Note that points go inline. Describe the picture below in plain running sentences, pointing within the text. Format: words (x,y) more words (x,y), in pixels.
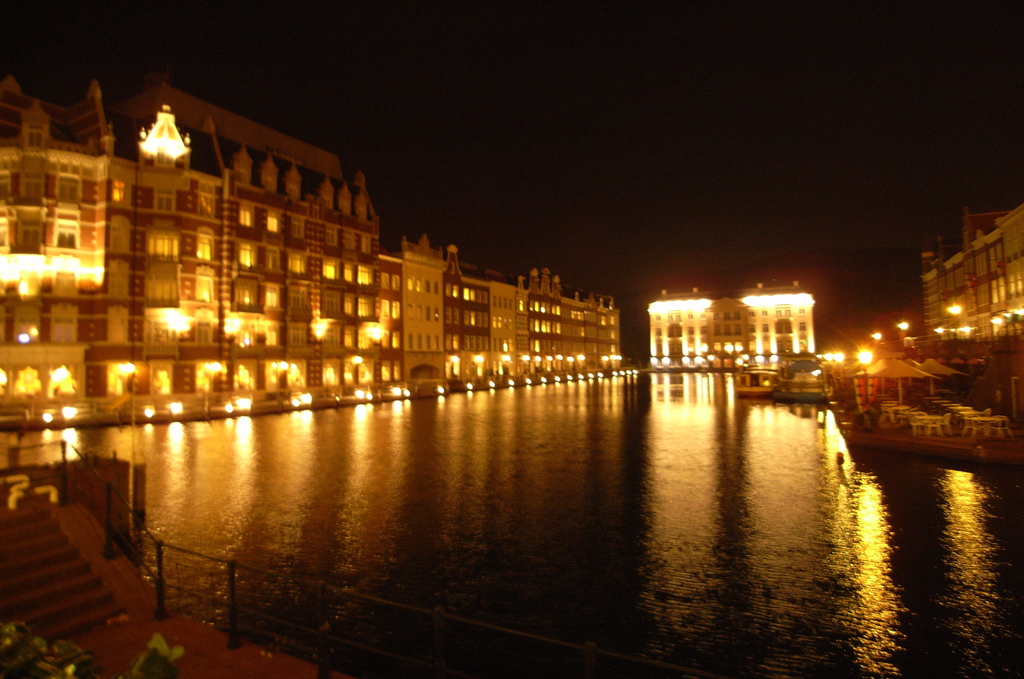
In this image I see number of buildings (349,318) and I see the lights (323,335) and I see the water (483,423) over here and I see a boat (738,383) over here and I see the chairs (922,424) and tables (989,422) over here and I see the steps (58,573) over here and it is dark in the background (649,98).
